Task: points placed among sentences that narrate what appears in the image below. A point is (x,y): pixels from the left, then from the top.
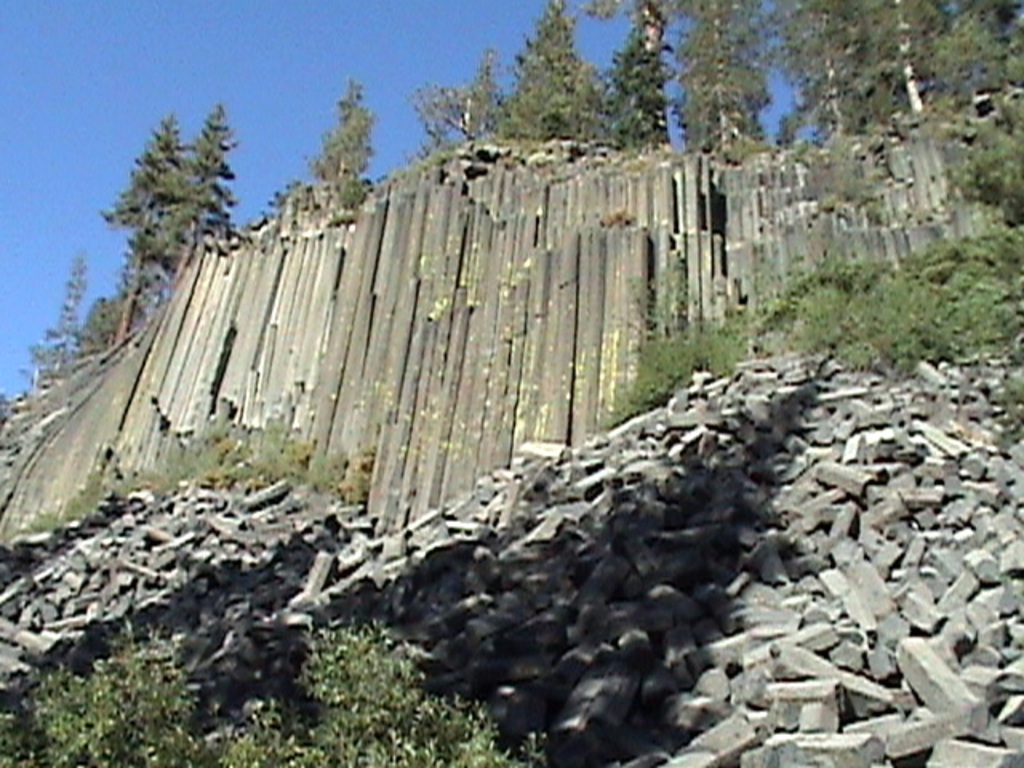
At the bottom of the image (322,609) there are plants (293,726) and also there are stones (595,587). There is a wall (729,288) with rocks (425,377) and in the background (920,101) there are trees (686,70). At the top of the image (430,39) there is a sky (54,99).
